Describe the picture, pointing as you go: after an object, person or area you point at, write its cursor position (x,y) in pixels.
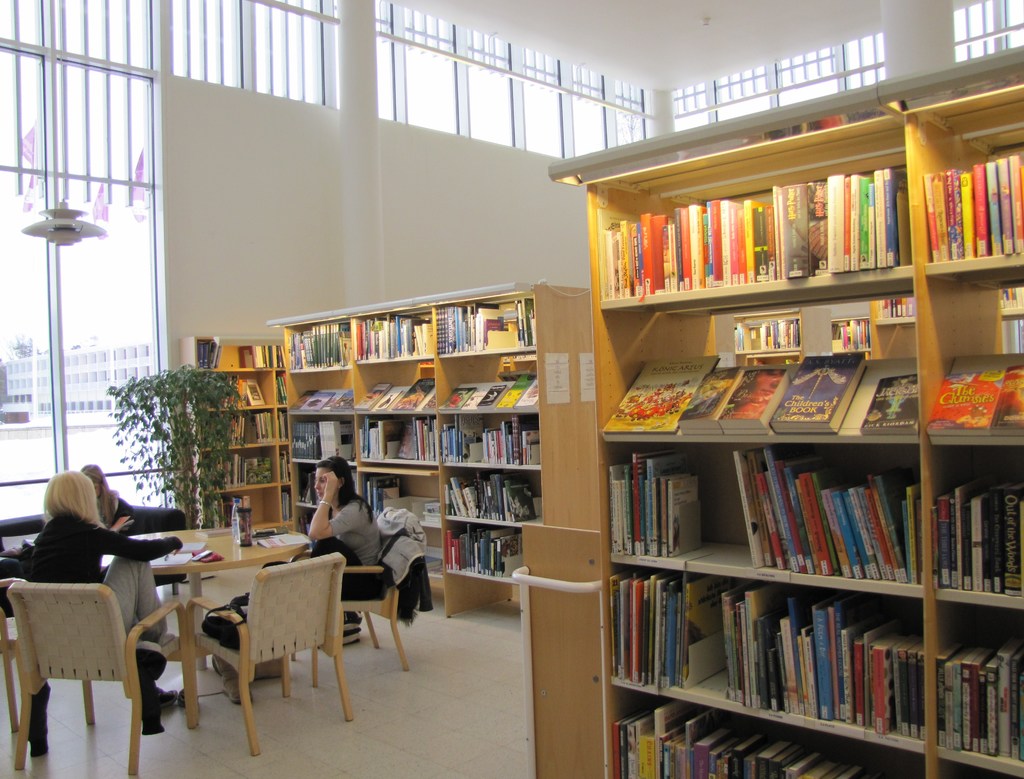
This is the picture inside of the room (454,237). There are cupboards (737,181) in the image, there are books (453,395) in the cupboards (768,625). There are three people (153,548) in the image. At the back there is a plant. There are books (271,546), bottle (242,538), paper (296,539) on the table (230,553).
